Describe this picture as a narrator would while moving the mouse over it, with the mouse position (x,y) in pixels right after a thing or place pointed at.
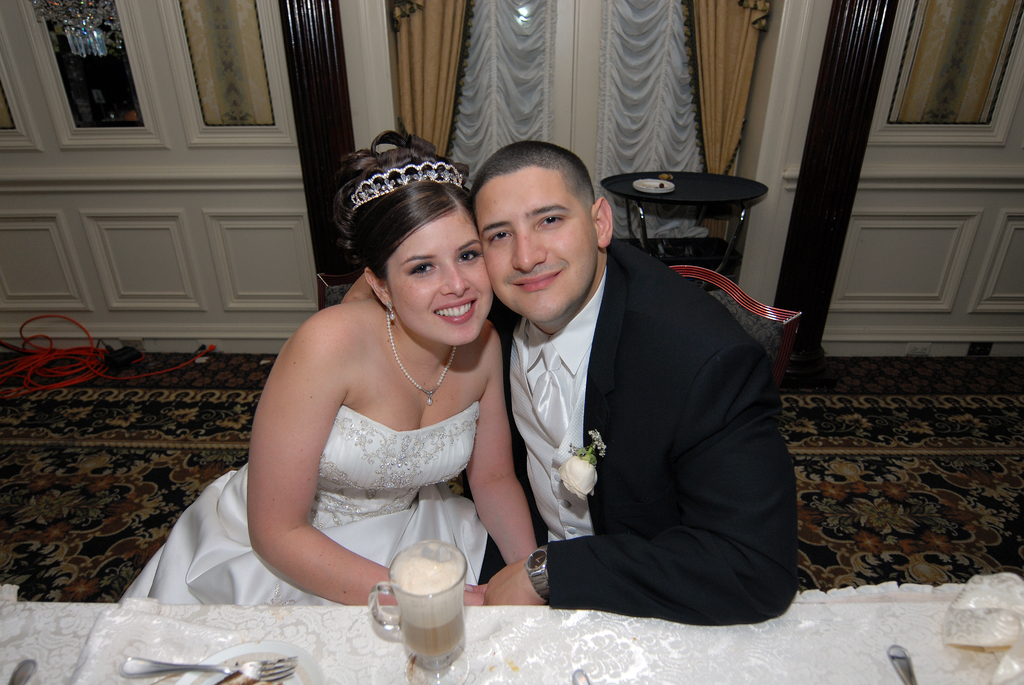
Here we can see a man (506,380) and woman (497,391) are sitting on the chairs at the table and on the table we can see glass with liquid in it, forks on a plate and other objects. In the background (126,178) we can see design (168,252) on the wall (170,270), curtains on the doors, cables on the carpet (67,405) on the floor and there is an object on the left side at the top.
